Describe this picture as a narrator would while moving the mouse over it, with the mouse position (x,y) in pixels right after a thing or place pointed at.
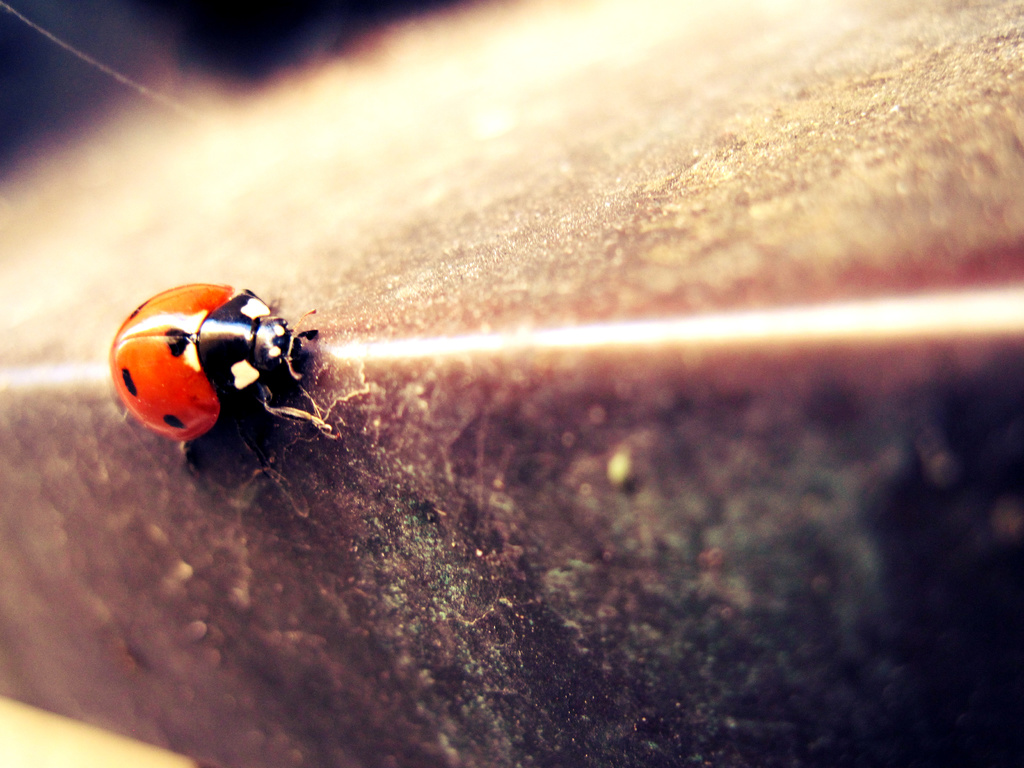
In the picture we can see an insect (198,394) which is on surface (56,385).
